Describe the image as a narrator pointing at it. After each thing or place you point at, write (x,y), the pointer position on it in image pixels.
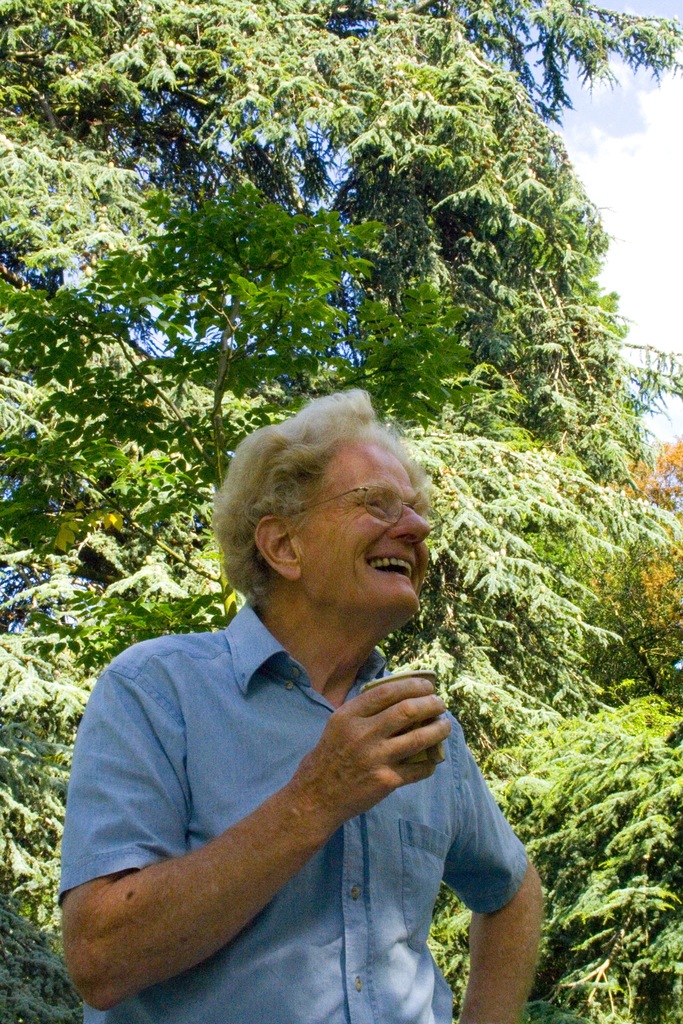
In this picture I can see a man (103,854) standing with a smile (380,554) on his face (333,586) and he is holding a glass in his hand (340,727) and I can see trees (527,404) and a blue cloudy sky (656,219).
